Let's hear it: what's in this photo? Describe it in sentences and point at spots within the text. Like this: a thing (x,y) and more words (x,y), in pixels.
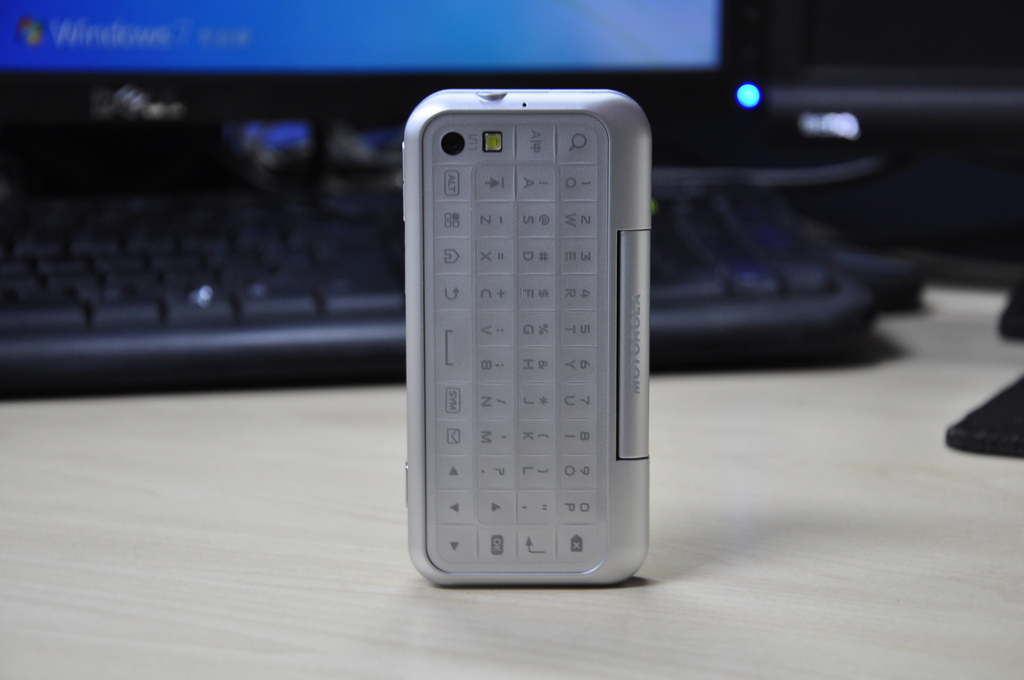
In this image we can see a mobile phone (488,426), keyboard (280,266), monitor (686,66) and some other objects (355,140) on the table (861,410).
